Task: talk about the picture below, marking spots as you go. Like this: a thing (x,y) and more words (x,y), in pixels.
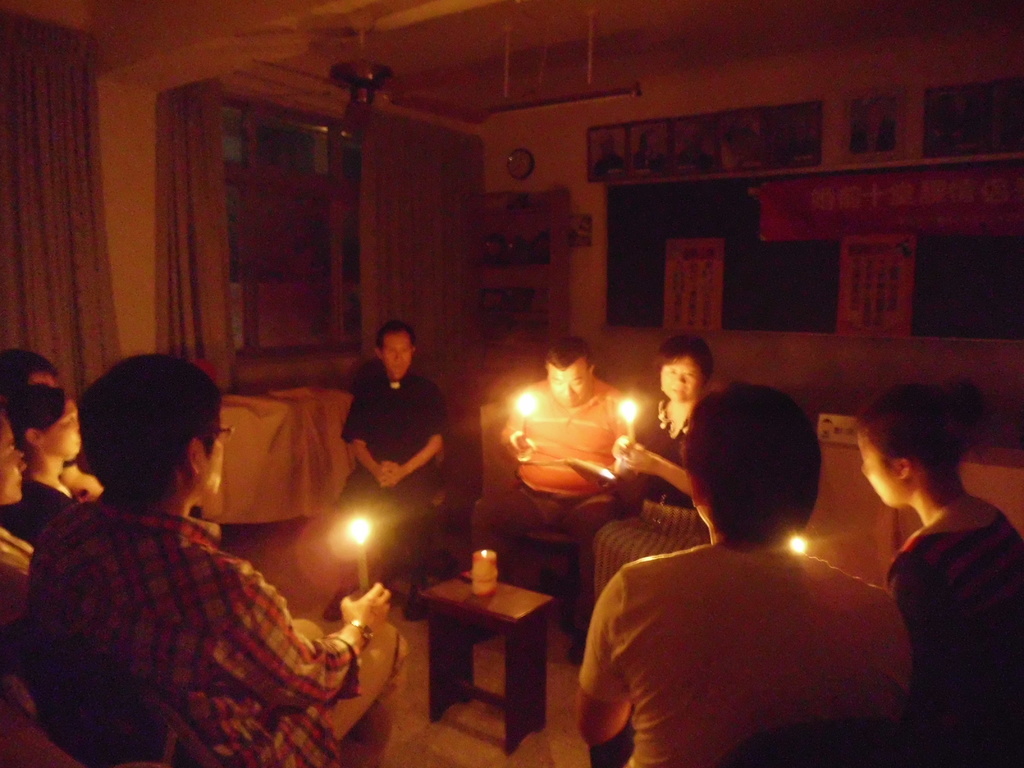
Here we can see few persons (701,554) are sitting on the chairs (170,748) and they are holding candles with their hands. In the background (248,480) we can see curtains (7,114), window (346,205), cloth (312,452), rack (535,218), board (921,306), posters (696,252), fan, and frames (875,131).
